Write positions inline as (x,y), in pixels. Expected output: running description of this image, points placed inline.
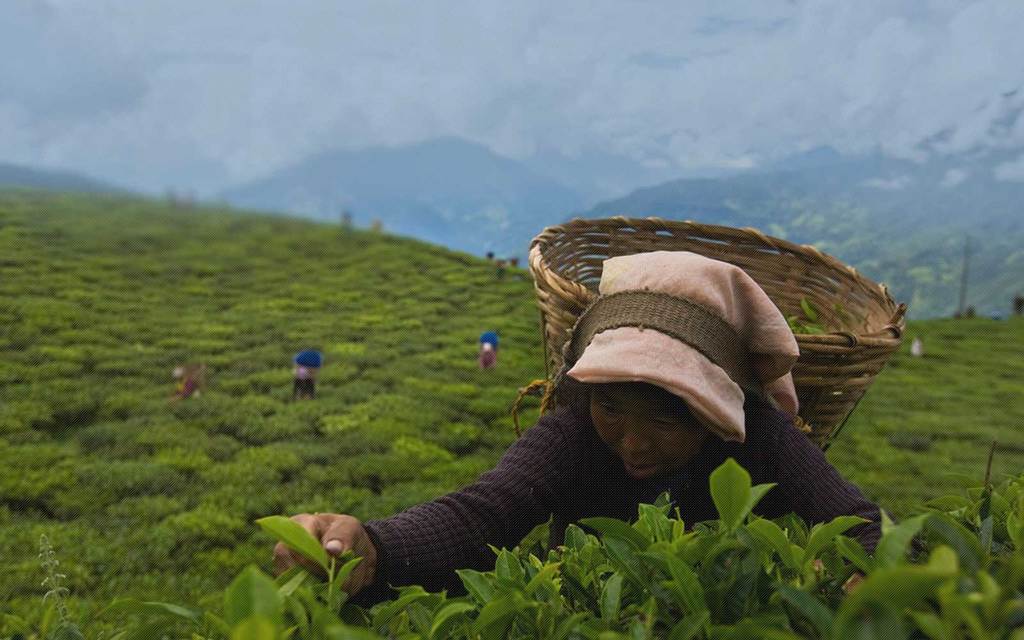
In this picture we can see some people (309,376) and a woman (471,493) with a basket (546,311). Behind the people (598,447) there are trees (66,302), hills (259,191) and the sky (179,55).
